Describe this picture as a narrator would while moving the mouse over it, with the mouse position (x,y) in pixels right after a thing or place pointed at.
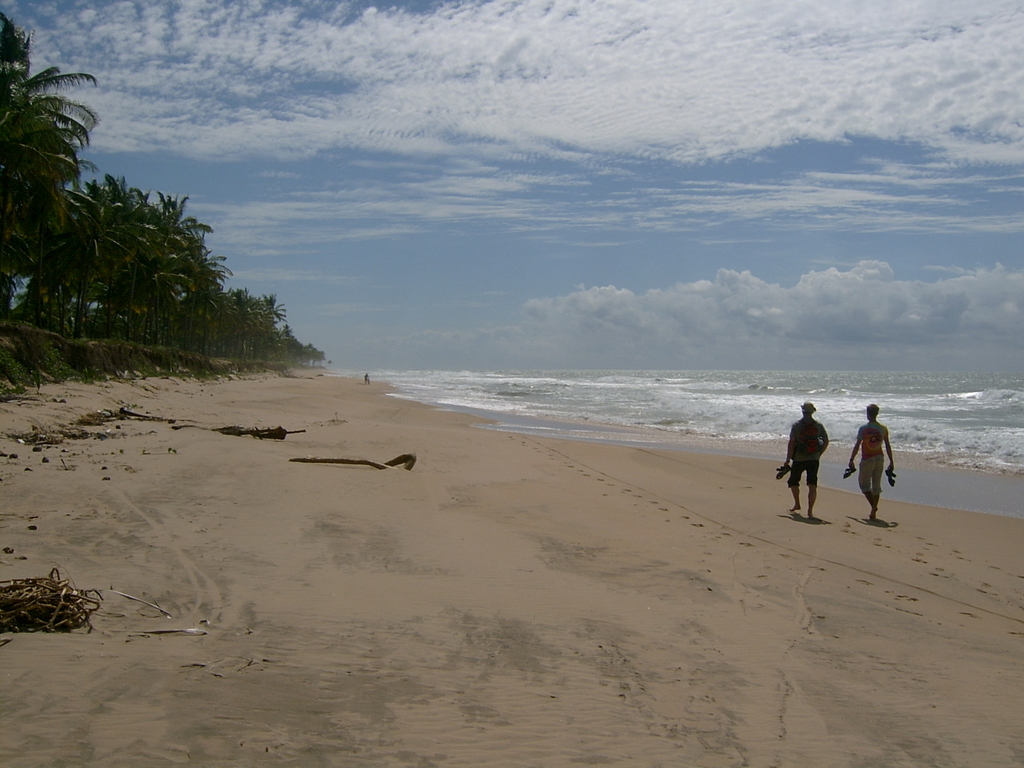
In this image I can see two persons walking holding some object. Background (207,304) I can see trees (180,311) in green color, water (555,398), and sky (622,210) in blue and white color.
